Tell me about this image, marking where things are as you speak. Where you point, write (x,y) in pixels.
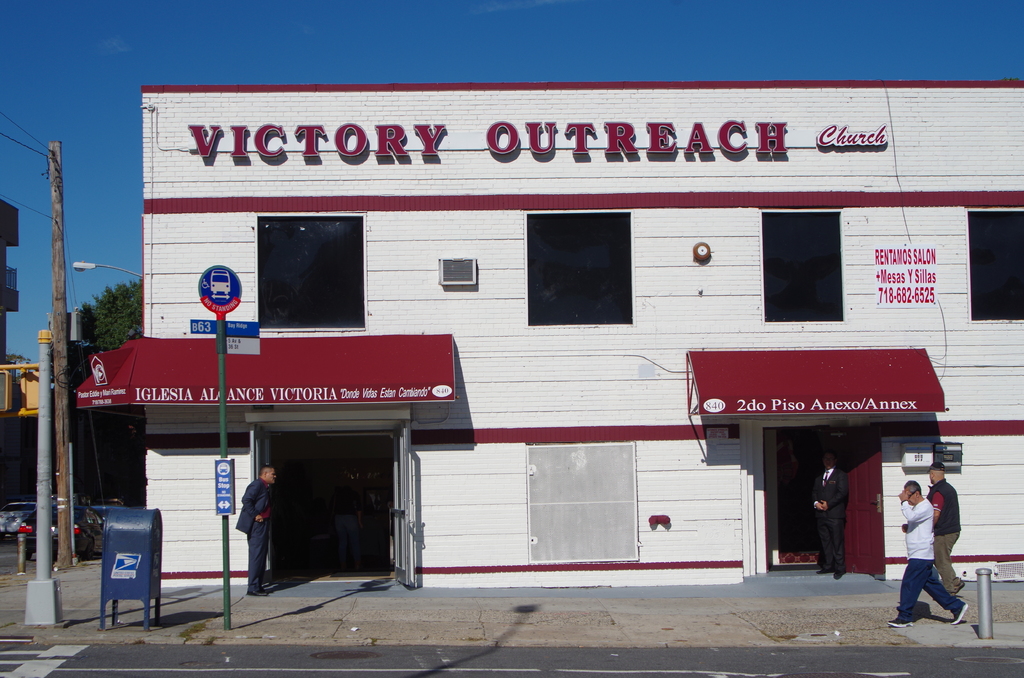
In the foreground of the picture (190,614) there are people (917,566), footpath (733,603), mailbox (106,536), poles (48,436) and road (94,652). In the center of the picture (519,344) there is a building (979,441). On the left (27,527) there are building (24,435), cars (30,513) and road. At the top (678,48) it is sky (474,60).
